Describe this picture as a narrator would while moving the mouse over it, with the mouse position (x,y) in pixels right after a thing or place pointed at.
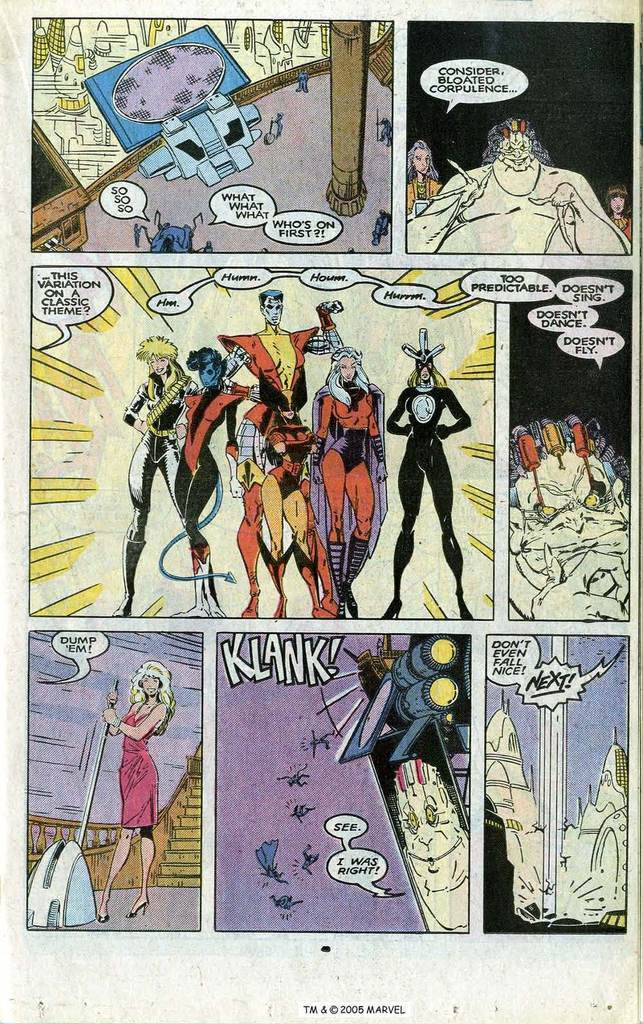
There is a poster (133,275) having seven images (556,206). These are having cartoons (593,437) and texts (494,72). And the background of this poster (334,965) is white in color.
